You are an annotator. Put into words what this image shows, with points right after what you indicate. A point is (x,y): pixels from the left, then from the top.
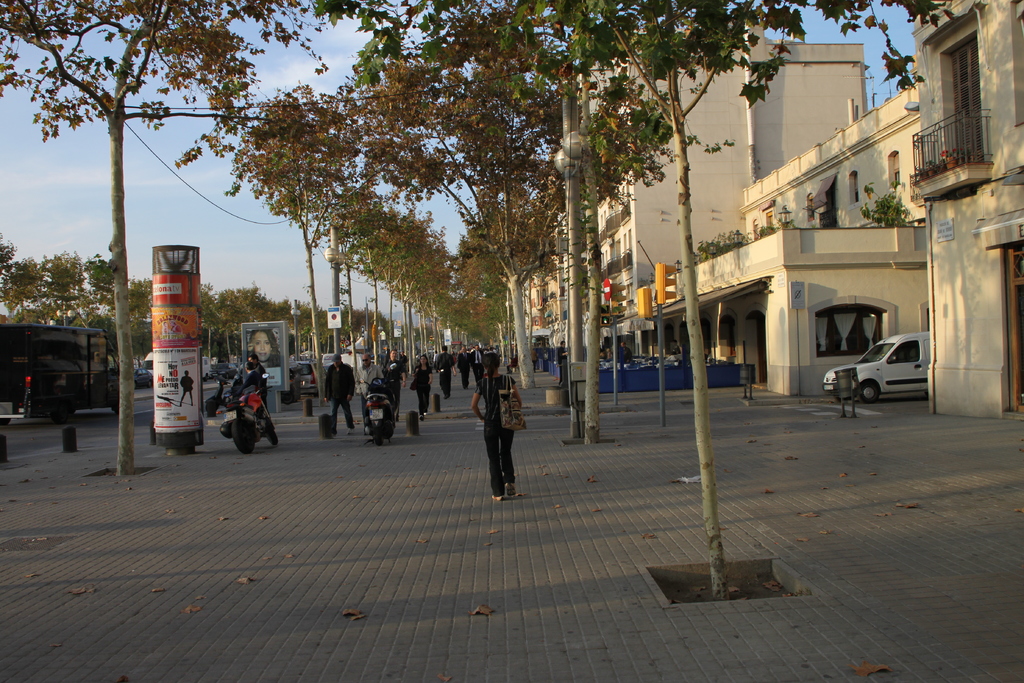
In this picture there are people (430,382) in the center of the image (438,348) and there are trees (312,317), buildings (627,244), posters (187,310), vehicles (28,371), and poles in the background area of the image (174,354), it seems to be the road side view.
